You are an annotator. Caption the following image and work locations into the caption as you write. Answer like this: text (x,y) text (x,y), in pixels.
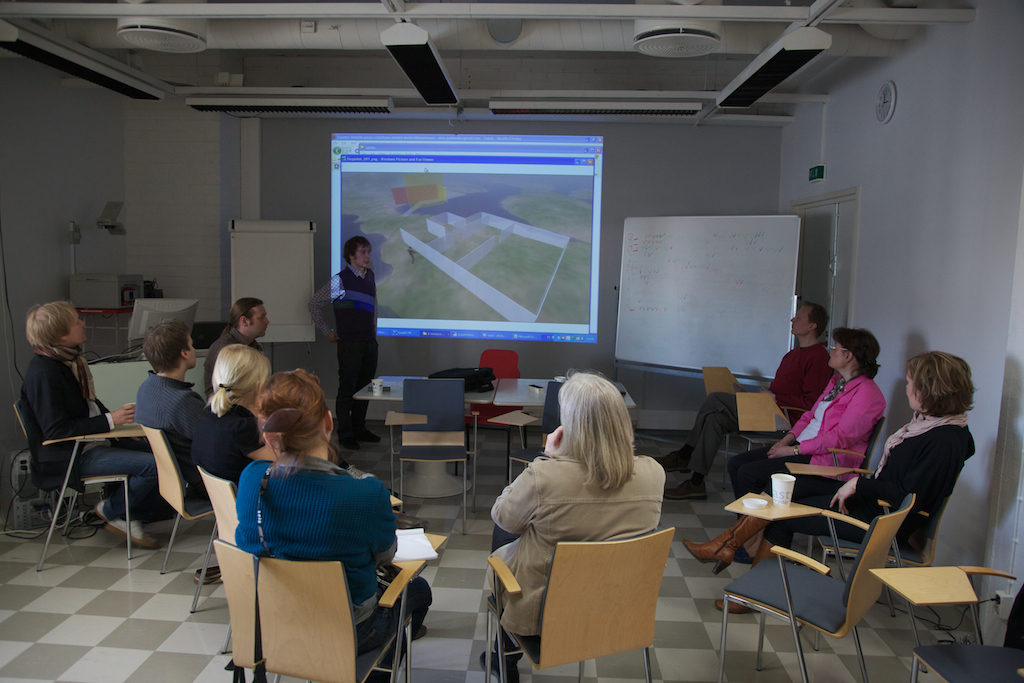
In this image we can see a few people (383,518) sitting on the chairs (833,512) which are on the floor (189,574). We can also see the book (408,536), cups (784,483), tables (539,388), bag (491,379) and also empty chairs (420,398). In the background (440,257) we can see the projector screen (532,223), boards (681,270), a monitor (146,314) and also a person (334,298) standing. At the top (327,84) there is ceiling (376,48). We can see the wall clock (881,109) and also the door (852,215) on the right (839,209).
